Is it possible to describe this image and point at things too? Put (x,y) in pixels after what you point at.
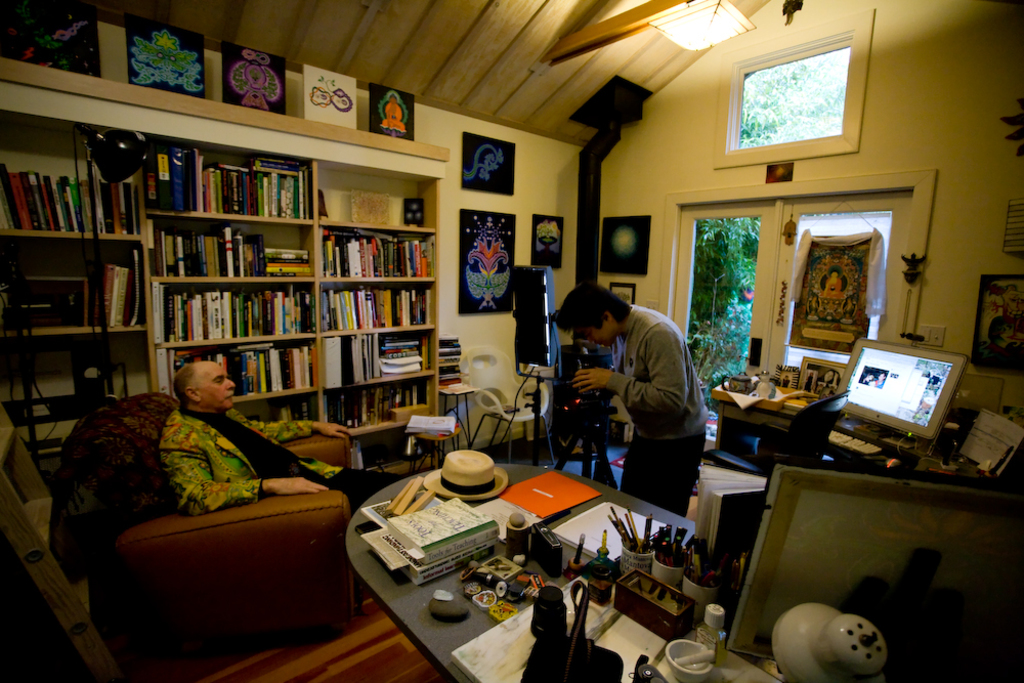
In the left (213,362), a person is sitting on sofa chair (215,546). In the right middle (702,454), a person (667,444) is standing in front of the camera (588,365) and clicking photos. Next to that table (721,432) is there on which system (875,419), kettle (745,384), photo frames (812,376) are kept. In the middle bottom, a table (446,637) is there on which hat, books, pen (659,552), paper (628,639) and so on kept. A roof top (608,19) is of wood (569,30) and on that lamp (683,27) is fixed. The walls (914,111) are of yellow in color. In the left (57,152), cupboard (31,242) is there in which books (193,312) are kept. This image is taken inside a house (997,248).
